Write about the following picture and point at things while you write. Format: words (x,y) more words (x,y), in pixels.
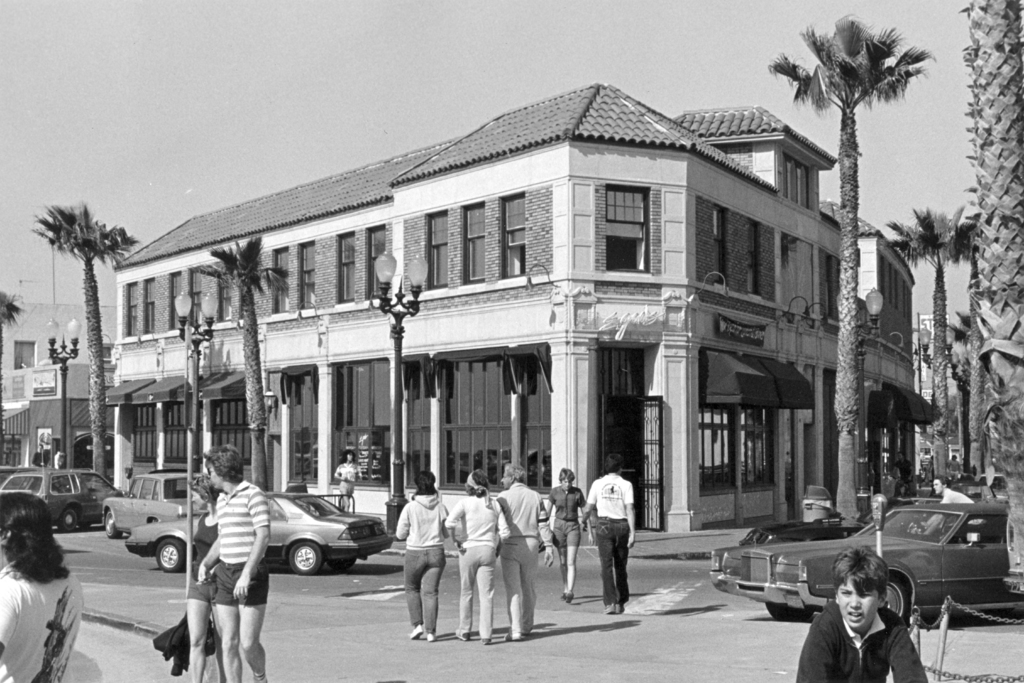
In this picture we can see some people (516,601) are walking, there are some cars (748,577), trees (974,370), poles (58,363) and lights (198,346) in the middle (398,353), in the background (664,473) there are buildings (532,350), we can see the sky (412,47) at the top of the picture (412,47), it is a black and white image.
